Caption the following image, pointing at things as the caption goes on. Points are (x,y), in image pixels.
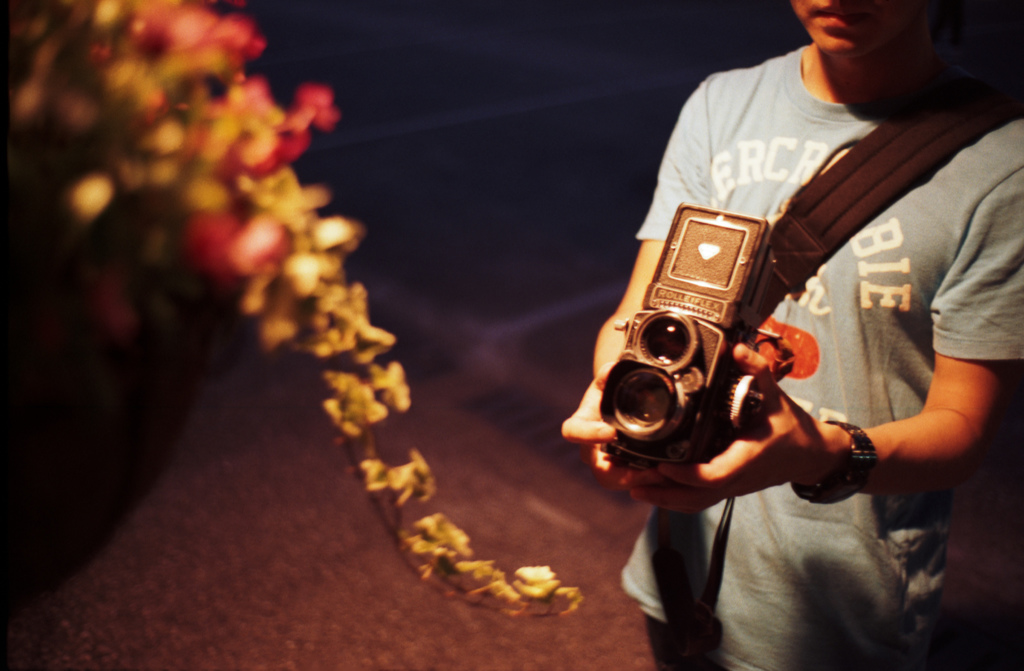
This image consists of a flower pot (105,133) and a man (756,162) who is wearing shirt (782,155) and he is holding a camera (652,444) he also has a watch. He is on the right side of the image (806,406). This flower pot (165,388) is on the left side of the image (271,177) it has flowers (281,108) in it.
